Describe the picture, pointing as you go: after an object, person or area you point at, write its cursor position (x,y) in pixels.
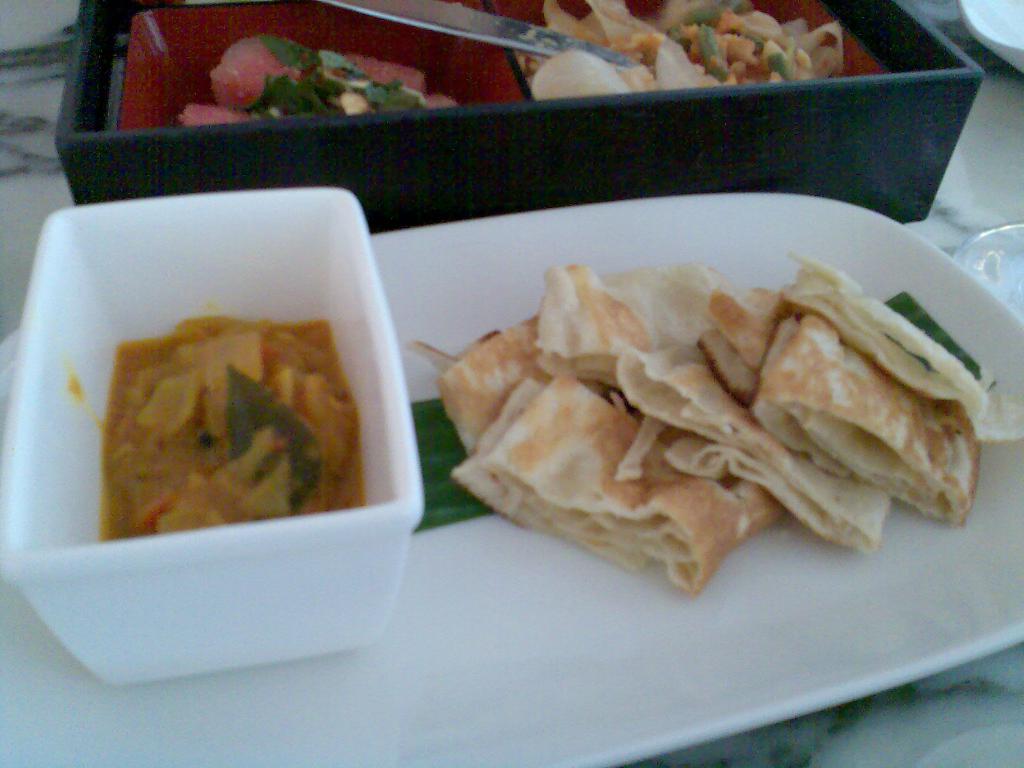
In this image I can see a bowl (229,652), plate (255,688) and a box (582,158) which consists of some different food items (340,96) and also there is a knife (482,29). On the right side (1000,36), I can see some more bowls (1004,20).
